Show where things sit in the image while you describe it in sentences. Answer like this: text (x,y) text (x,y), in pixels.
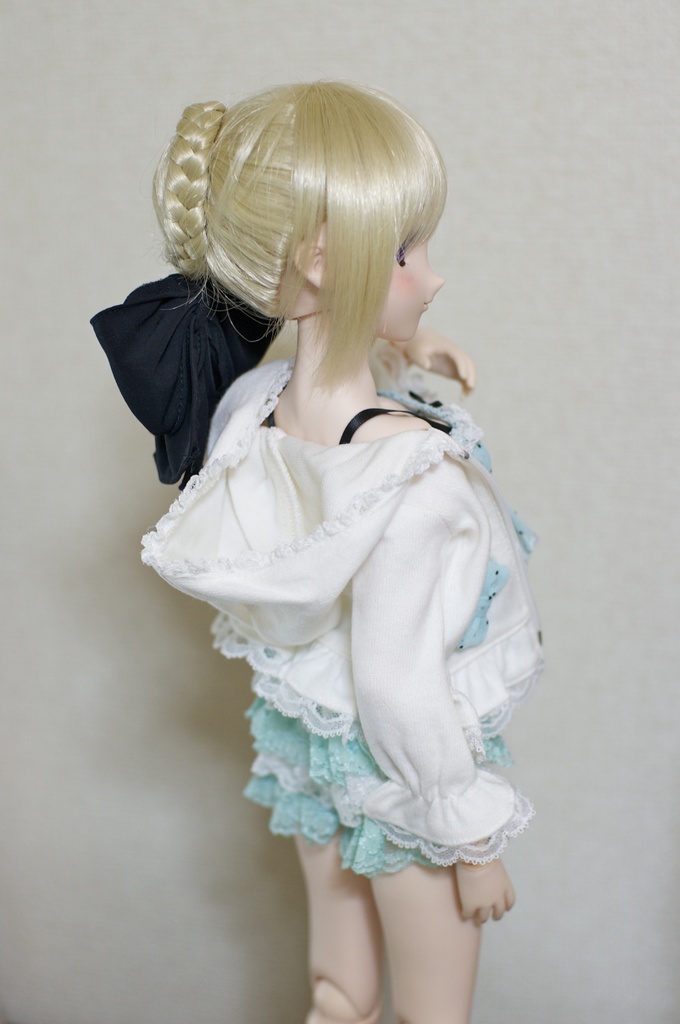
In this image we can see a doll (438,503). On the backside (470,281) we can see a wall (469,344).
